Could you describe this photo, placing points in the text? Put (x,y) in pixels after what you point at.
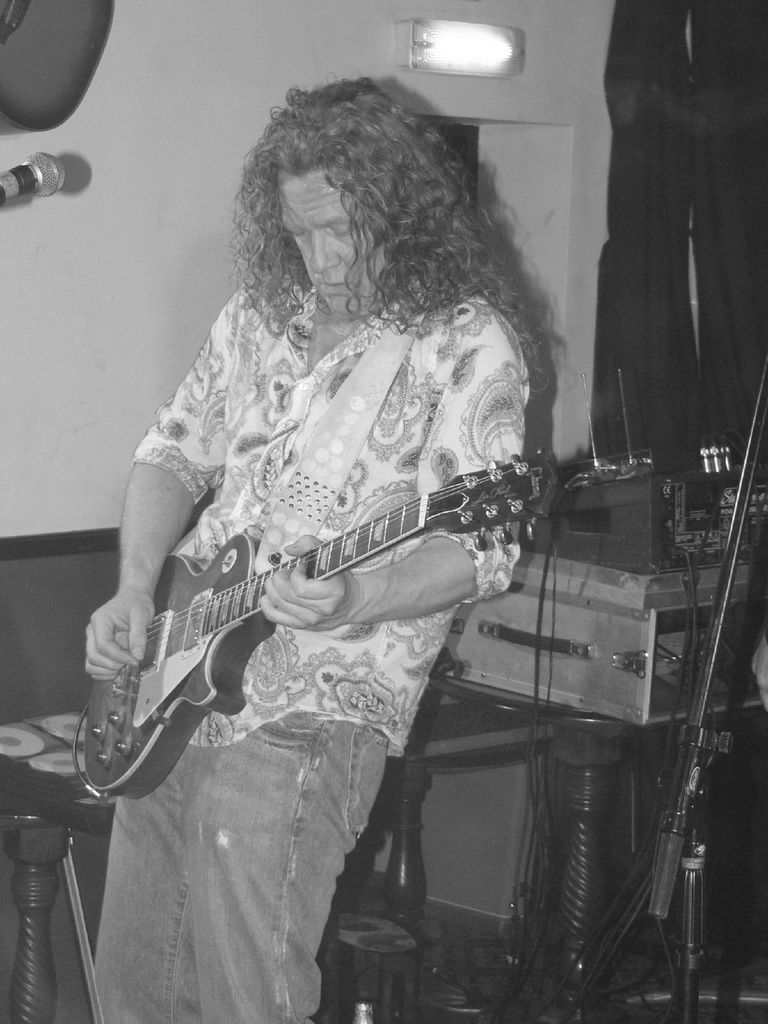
In this picture we can see a man (460,456) with long hair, wearing pattern design white shirt (439,405) is playing a guitar (231,612), Behind we can see the aluminium box (603,610) with some musical instrument (619,504) and antennas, Behind him a white wall (89,254) and bulb (435,63) on it. on the left corner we can see the table (44,820) and a microphone (38,159).
